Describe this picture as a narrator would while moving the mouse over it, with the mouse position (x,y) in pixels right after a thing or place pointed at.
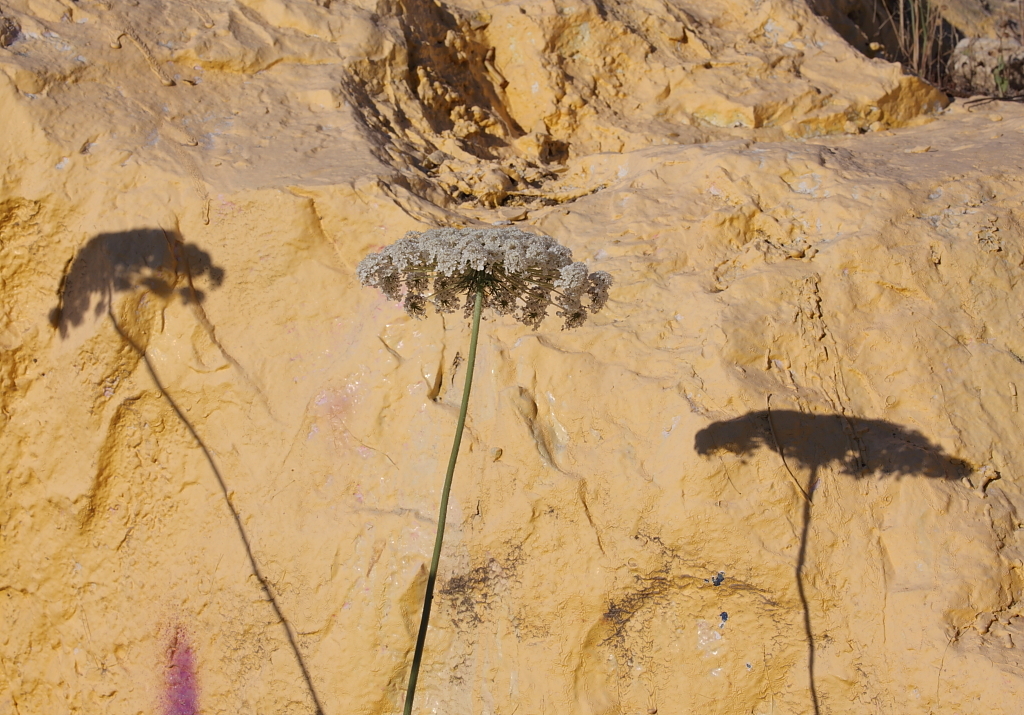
In this image I can see a flower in white color. Background (198,479) I can see the rock (204,293) in cream color.
